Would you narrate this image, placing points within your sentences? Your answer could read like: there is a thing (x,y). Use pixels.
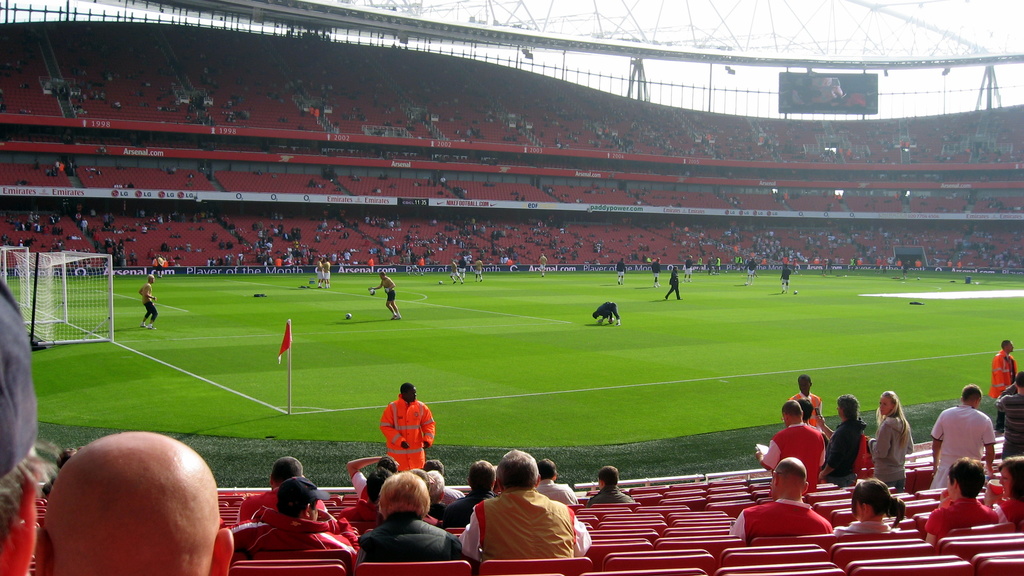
This picture might be taken in a stadium (585,464), in this picture at the bottom (335,542) there are some people (372,514) who are sitting on chairs (872,476) and some of them are standing. In the center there are some players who are playing football, and there is one pole (289,325) and flag (292,342). On the left side (78,310) there is a net (89,287) and in the background (488,105) also there are some chairs (893,200), poles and boards (973,216) and some people (629,115) are sitting and watching the game. On the top of the image (855,92) there are some poles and hoarding (841,97).
